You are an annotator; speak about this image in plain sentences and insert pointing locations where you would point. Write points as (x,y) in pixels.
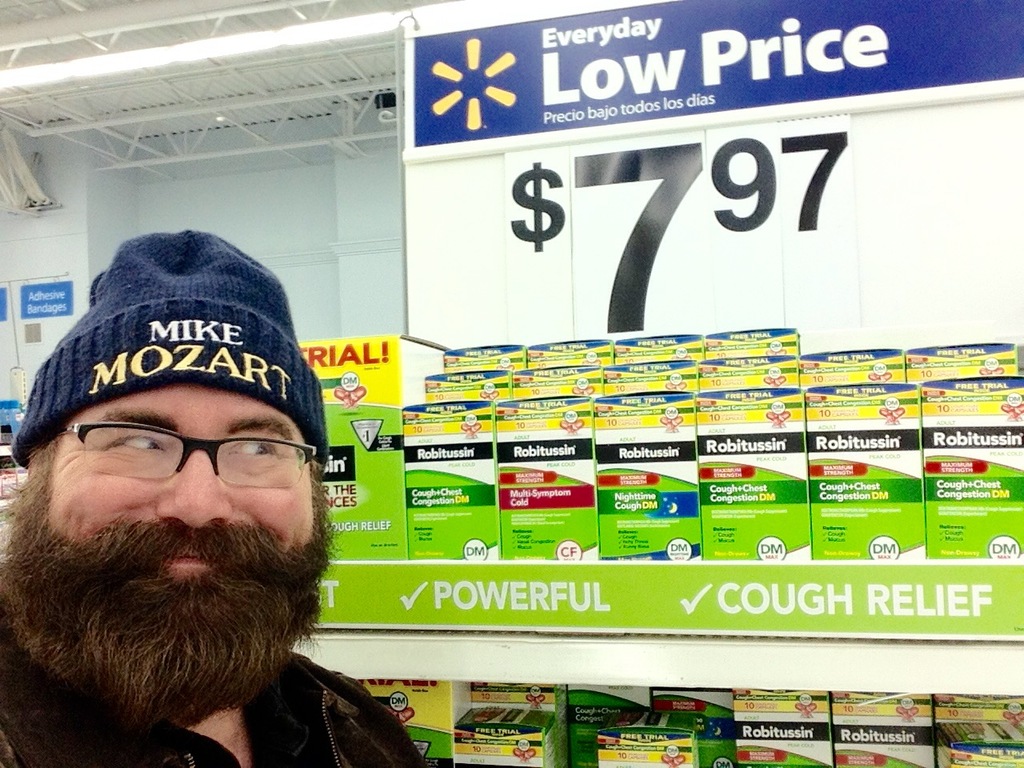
In this image there is a man (176,687). He is smiling. Behind him there are boxes (597,471) on the rack (750,730). In top right (843,206) there is a board (652,221). There are numbers (694,143) and text (546,113) on the board (428,105). In the background (241,170) there is a wall (286,174).
